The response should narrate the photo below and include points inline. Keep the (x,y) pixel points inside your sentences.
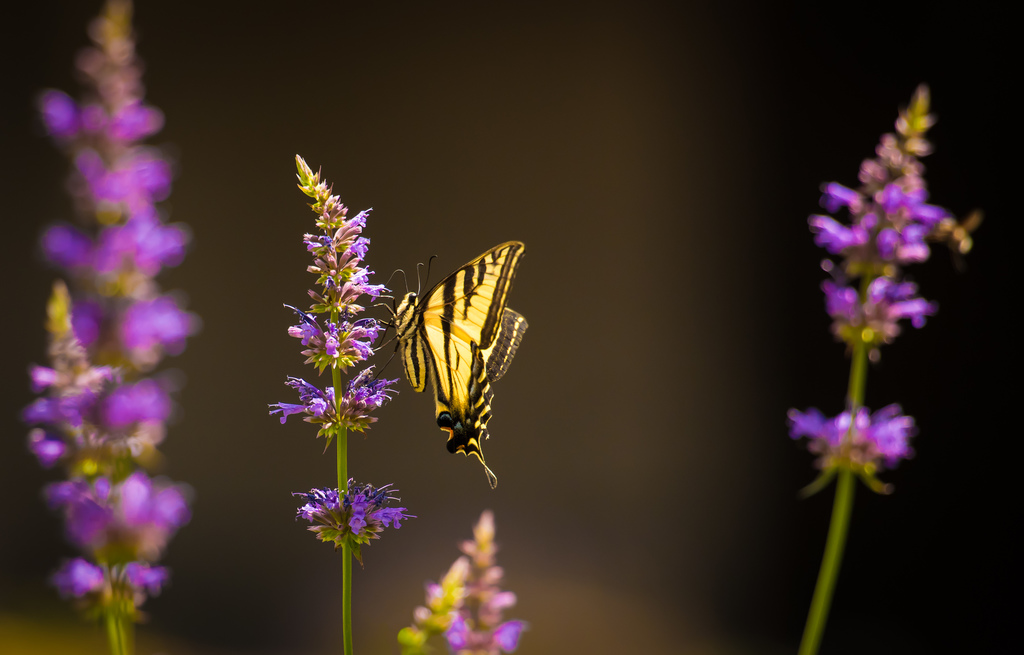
In this image, we can see some stems (344,617) of the plants (59,348), there are some small purple color flowers (62,334), there is a yellow and black color butterfly (450,358) on the flower (331,356), there is a dark background (779,475).
